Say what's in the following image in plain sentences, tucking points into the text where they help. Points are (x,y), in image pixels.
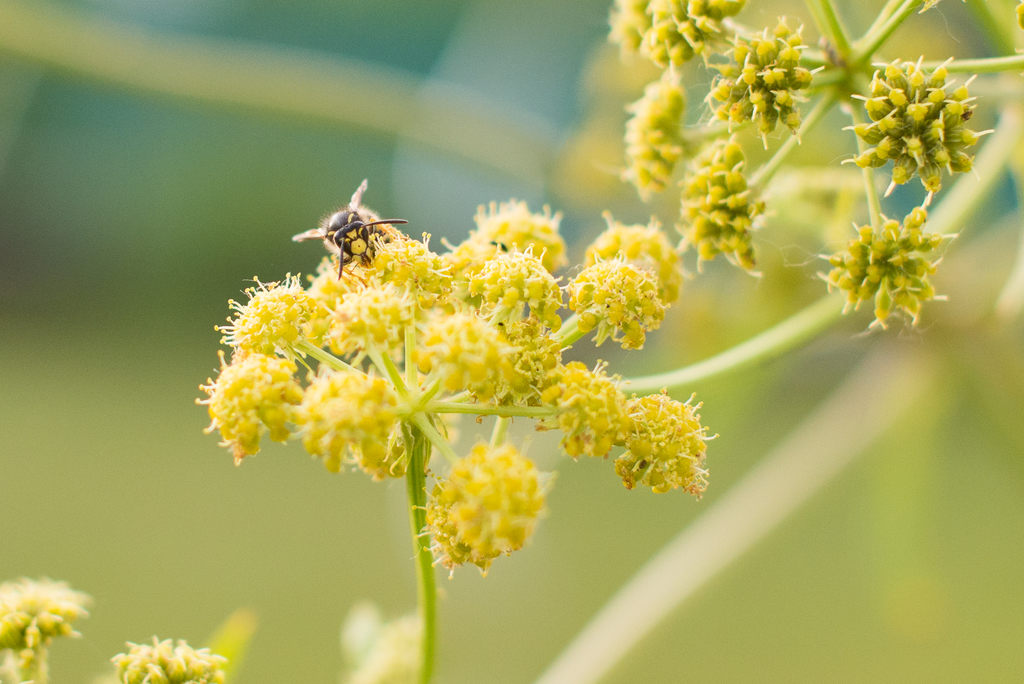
In this picture there are flowers (606,289). In the center of the picture (362,251) there is a wasp (342,233). The background is blurred.
